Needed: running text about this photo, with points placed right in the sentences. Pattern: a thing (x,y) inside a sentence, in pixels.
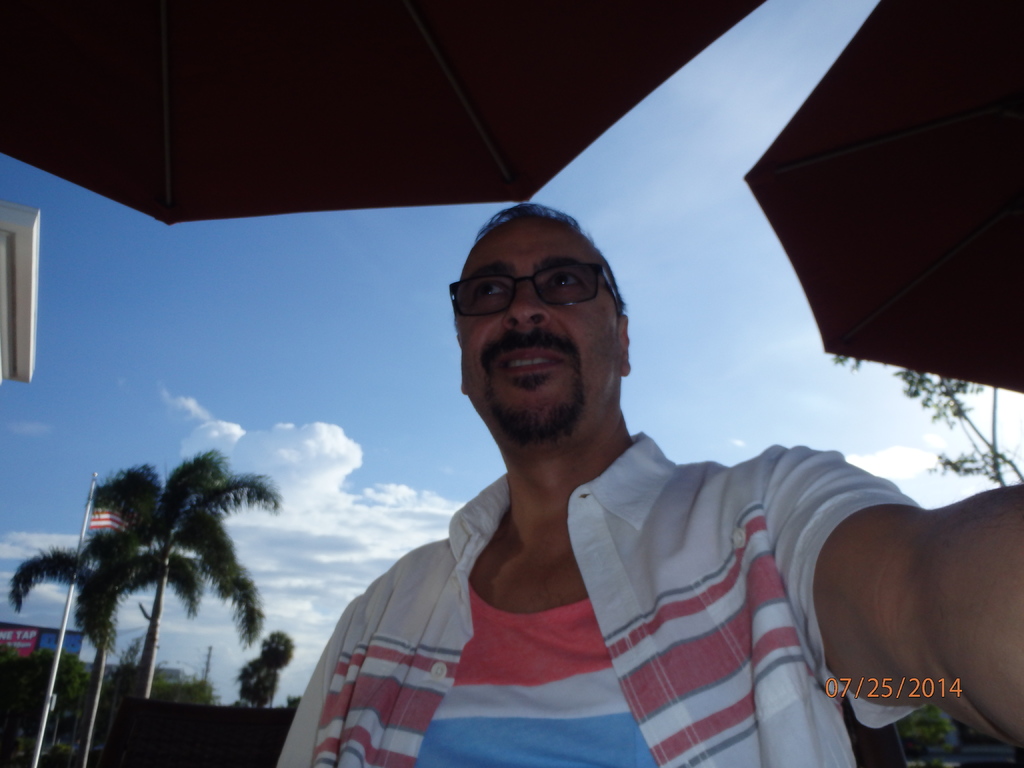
In this picture we can see a man (676,539), he wore spectacles (482,300), beside to him we can find few umbrellas (967,273), in the background (198,479) we can see few trees (98,690), poles (58,668) and clouds (328,602).
